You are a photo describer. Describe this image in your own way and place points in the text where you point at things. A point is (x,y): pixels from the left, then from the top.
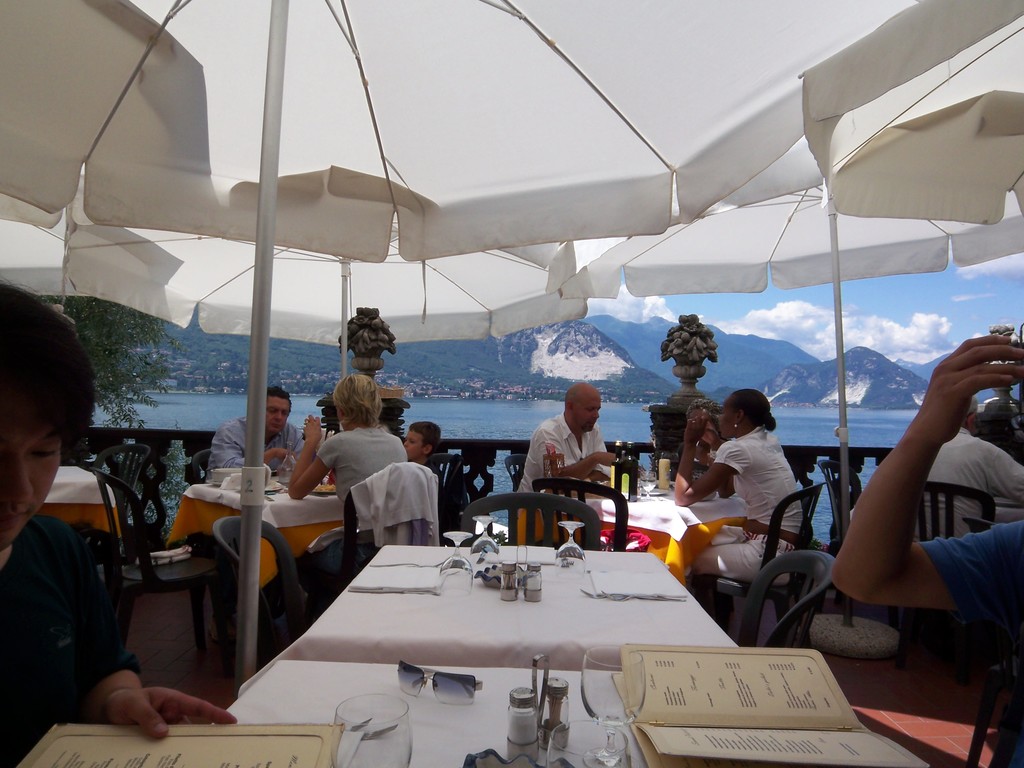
Here, we see people (349,474) sitting on chair (443,481) in front of table (652,519) on which glass (651,491), water bottle (620,482) are placed. On top of picture (417,27), we see a white umbrella (544,227). In front of picture, we see a table (469,721) on which glass (403,726), plastic boxes (560,696), book (656,683), goggles (450,678) are placed on it and behind these people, we see water (475,413) and on left corner (156,363), we see tree (136,361).
